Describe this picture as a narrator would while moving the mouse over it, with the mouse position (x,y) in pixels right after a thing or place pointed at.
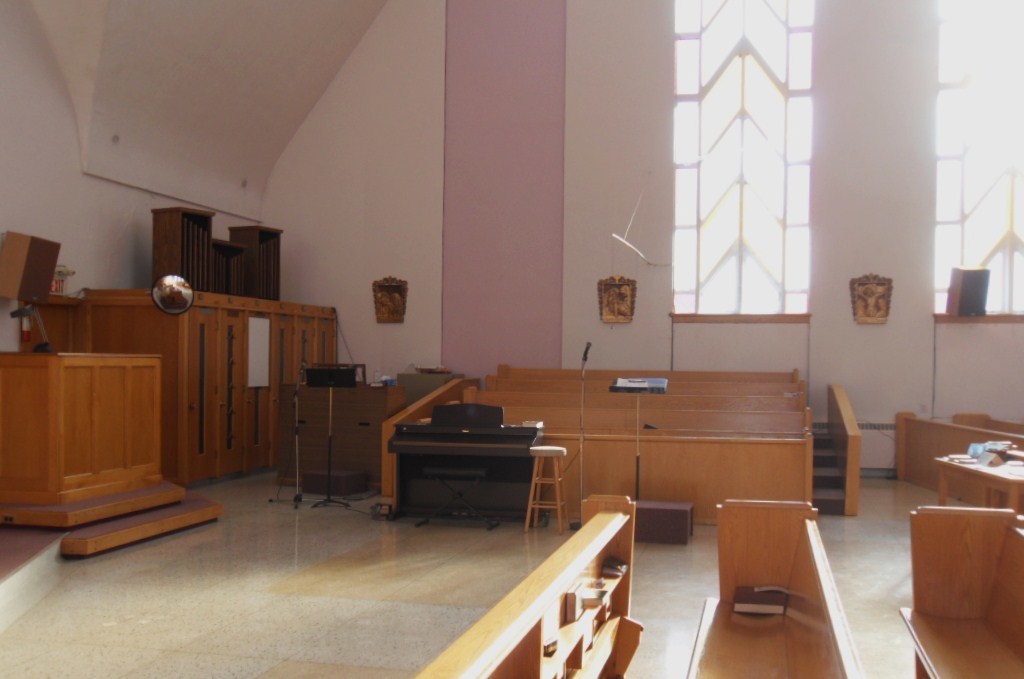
In this image there is inside view of church (368,545) is visible and there are the some table (986,503) kept on the floor (253,547). and there are some cupboard (110,376) kept on left side (185,322). and there are some benches (928,534) kept on right side (963,441). and there is a window (786,229), and there is a wall (875,270), on the wall (896,279) there is a decorative item (869,288) attached to the wall (592,315).
